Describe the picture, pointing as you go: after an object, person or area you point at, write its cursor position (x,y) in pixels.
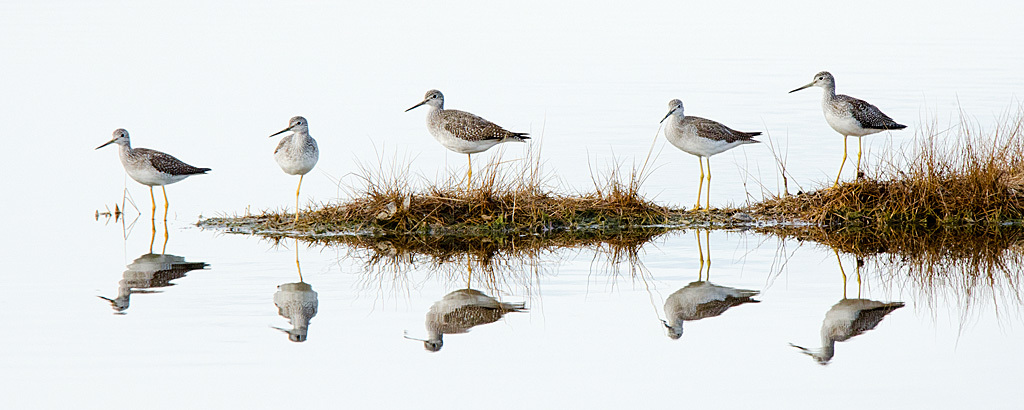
In this image there are some birds (123,133) standing on the grass (712,223) and water (554,341), also there is a reflection (850,323) of birds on the water (987,335).
